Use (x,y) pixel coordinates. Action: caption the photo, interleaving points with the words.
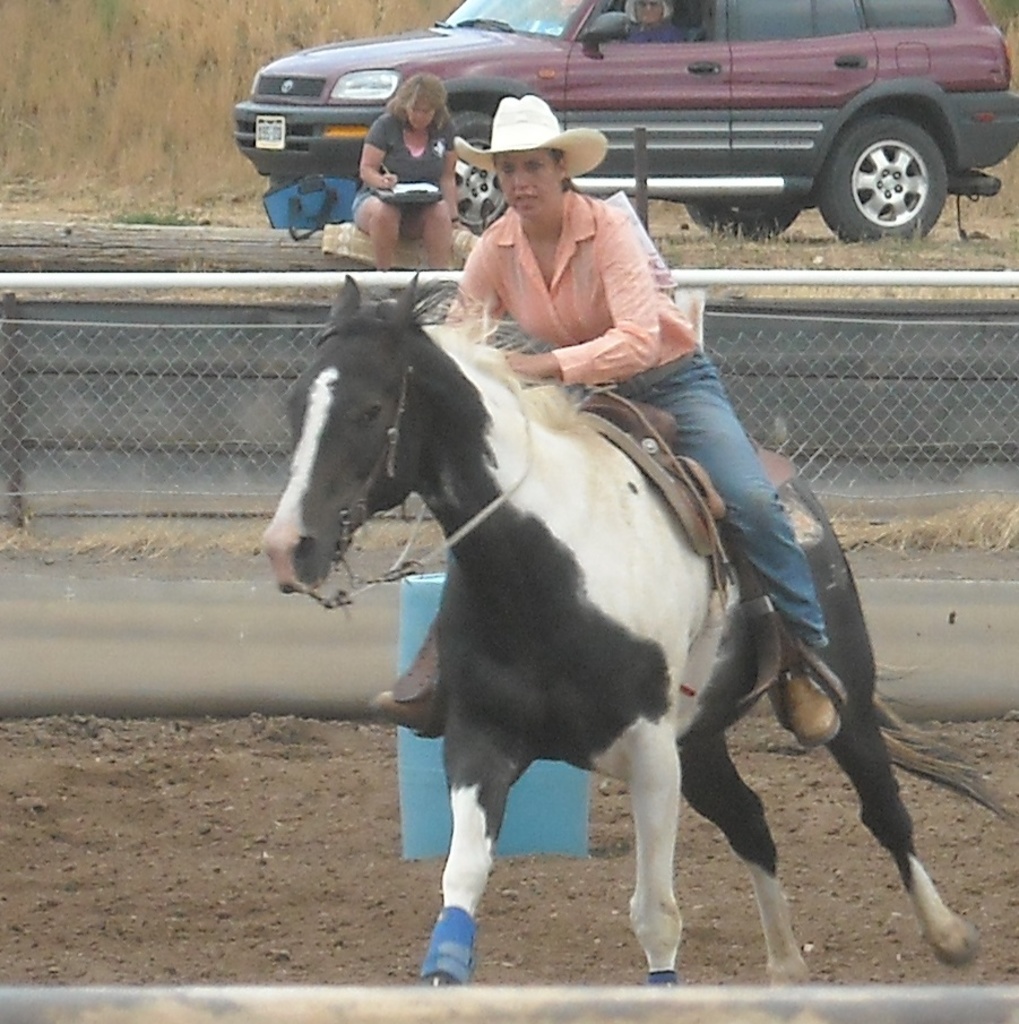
Women (557,260) in pink shirt (604,331) and blue jeans (695,412) wearing white hat (546,138) is riding horse (547,685). Beside her, we see a fence (734,358). Beside that, we see woman (385,185) in black t-shirt (437,170) is sitting on wood (314,264), is writing something on book (407,184) and behind her, we see a car (644,56) and beside that, we see grass (135,83).
